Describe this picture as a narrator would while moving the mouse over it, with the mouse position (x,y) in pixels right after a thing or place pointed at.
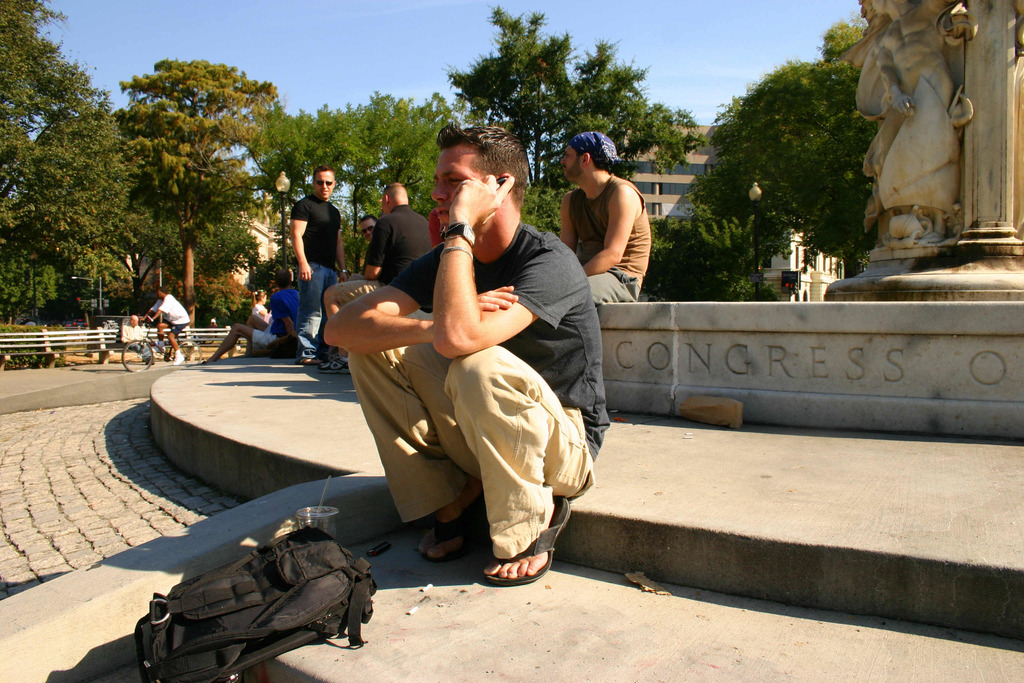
In this image we can see some persons (557,277) sitting on the path (639,493) and some are standing. We can also see a person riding the bicycle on the road (58,380). Image also consists of benches (118,343), trees (224,209), light poles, building (672,182) and also the statue (948,98). We can also see the text (771,355) on the wall (807,382). There is a bag (361,641) on the path (410,625). We can also see the glass (331,531). Sky (578,74) is also visible.
